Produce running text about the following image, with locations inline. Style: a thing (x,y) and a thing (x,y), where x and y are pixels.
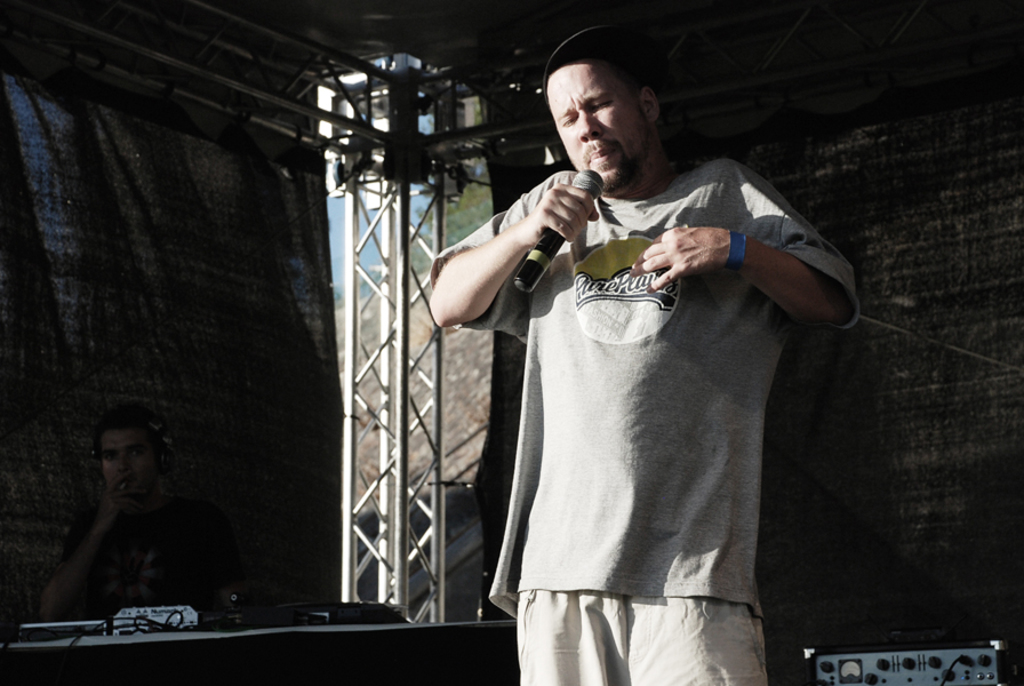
In this picture we can see a person (700,427) is standing and he is holding a microphone (555,232) he sing a song beside one person (109,521) is sitting and he is just operating a sound system (137,621) we can see a black color clothes (184,289) at the back side (183,317).
